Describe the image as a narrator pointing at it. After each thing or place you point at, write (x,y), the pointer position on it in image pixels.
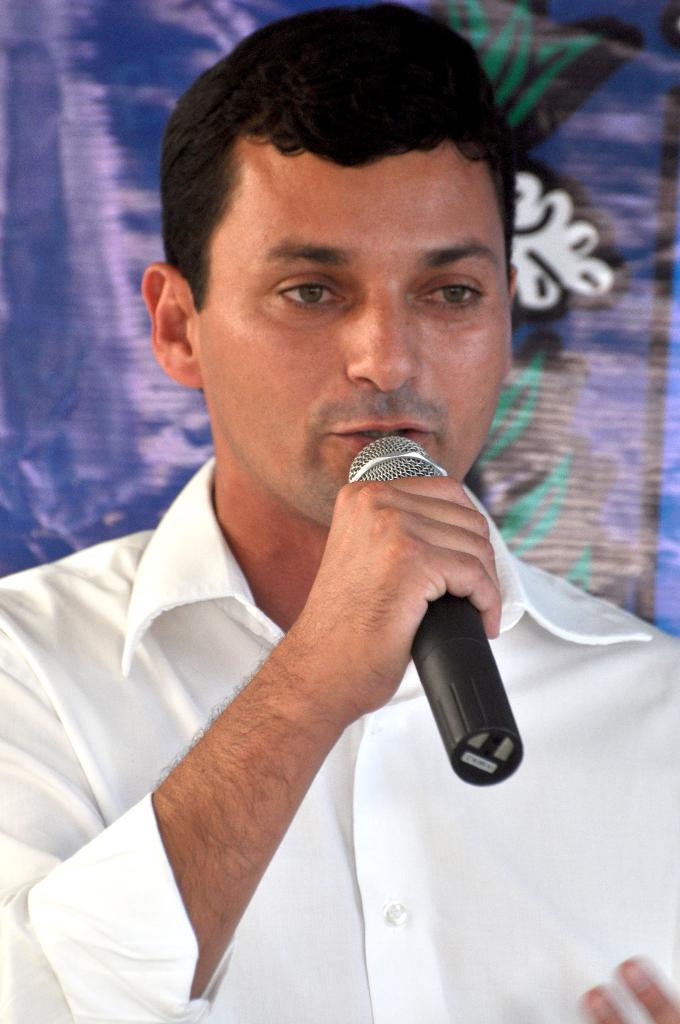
In this picture we can see a man (493,625) holding a mike (480,682) in his hand (468,591) and talking.
